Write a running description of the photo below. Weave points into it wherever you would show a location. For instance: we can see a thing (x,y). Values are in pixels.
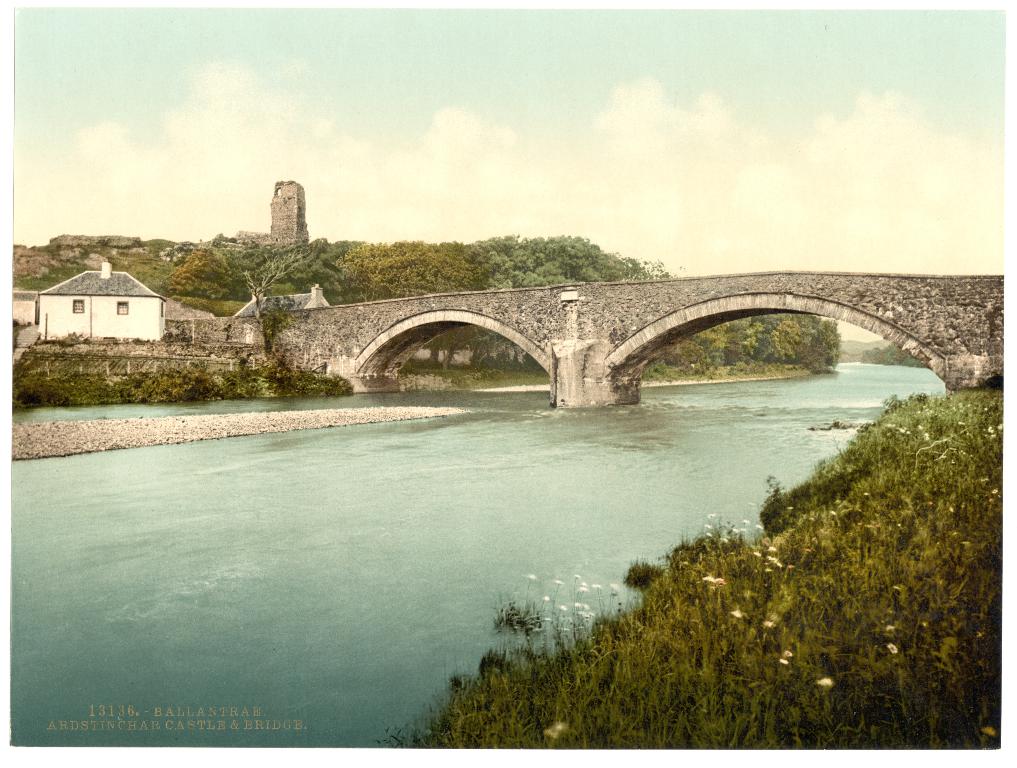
In this image there is a bridge (351,377) over the water (431,393), there are few trees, plants (754,612), flowers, a building (110,313), a stone wall (214,344) and some clouds (458,210) in the sky (451,235).
